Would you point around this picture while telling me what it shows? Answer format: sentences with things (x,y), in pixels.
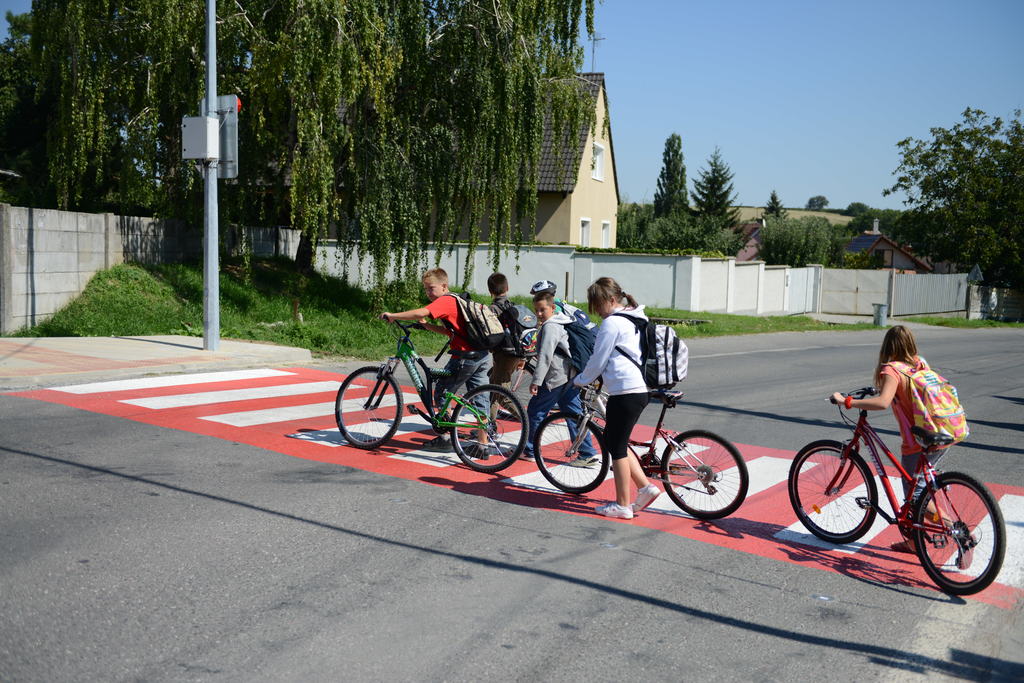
These people (554,404) are holding bicycles (519,374) and wore bags (518,346). Background (344,315) we can see houses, walls (513,279). grass (296,323), pole (212,13) and trees (931,185). Sky (838,94) is in blue color. To this pole (211,257) there is a box (211,151) and board (227,133).
